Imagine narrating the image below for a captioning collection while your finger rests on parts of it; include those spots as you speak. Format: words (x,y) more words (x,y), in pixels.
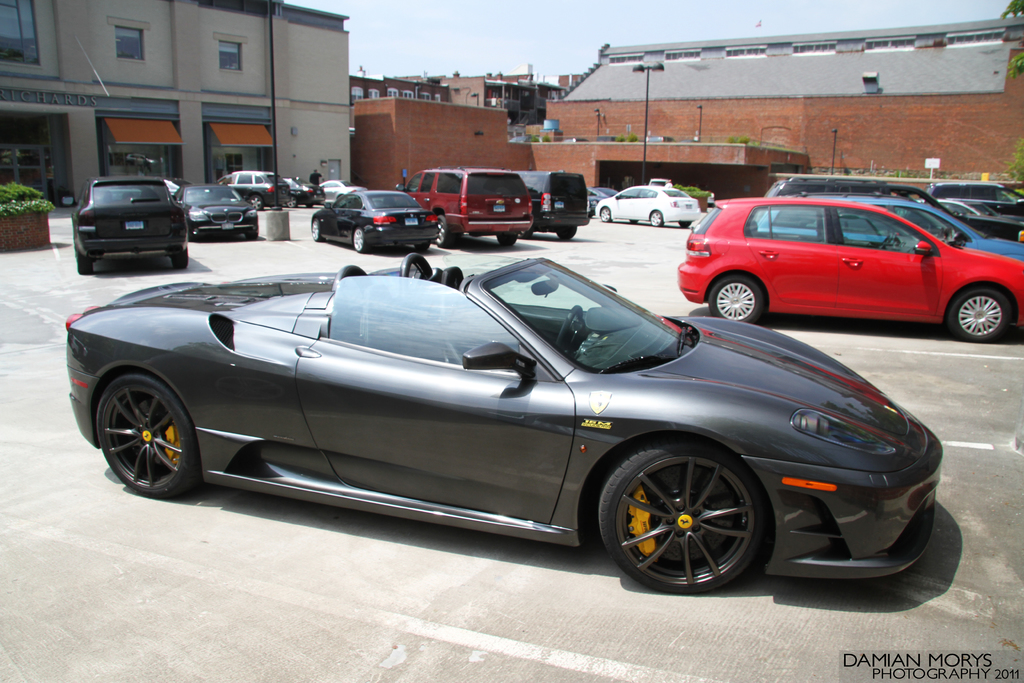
In this picture I can see few cars (563,349) and I can see buildings (473,109) and I can see a tree (1004,11) and few plants (732,143) and few lights (656,66) to the pole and I can see a cloudy sky (434,39) and looks like a human (316,183) standing and I can see text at the bottom right corner of the picture (906,653).
